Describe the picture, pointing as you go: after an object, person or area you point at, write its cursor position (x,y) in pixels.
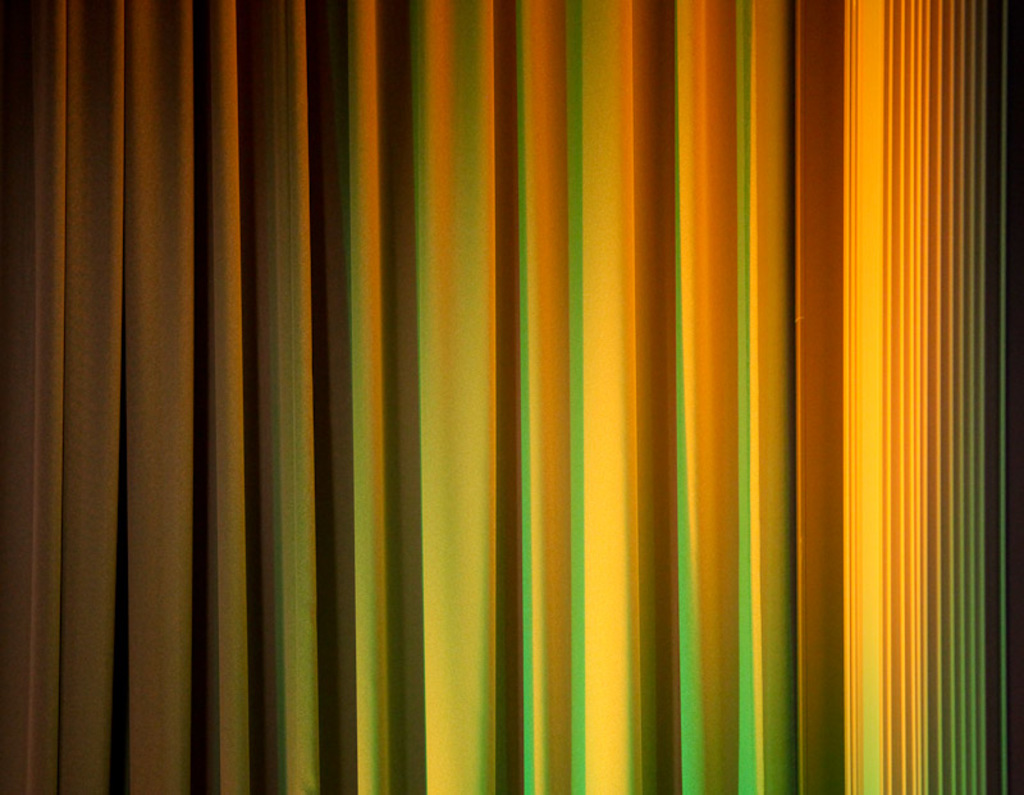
In the image we can see this is a curtain (606,454), green and yellow in color.
